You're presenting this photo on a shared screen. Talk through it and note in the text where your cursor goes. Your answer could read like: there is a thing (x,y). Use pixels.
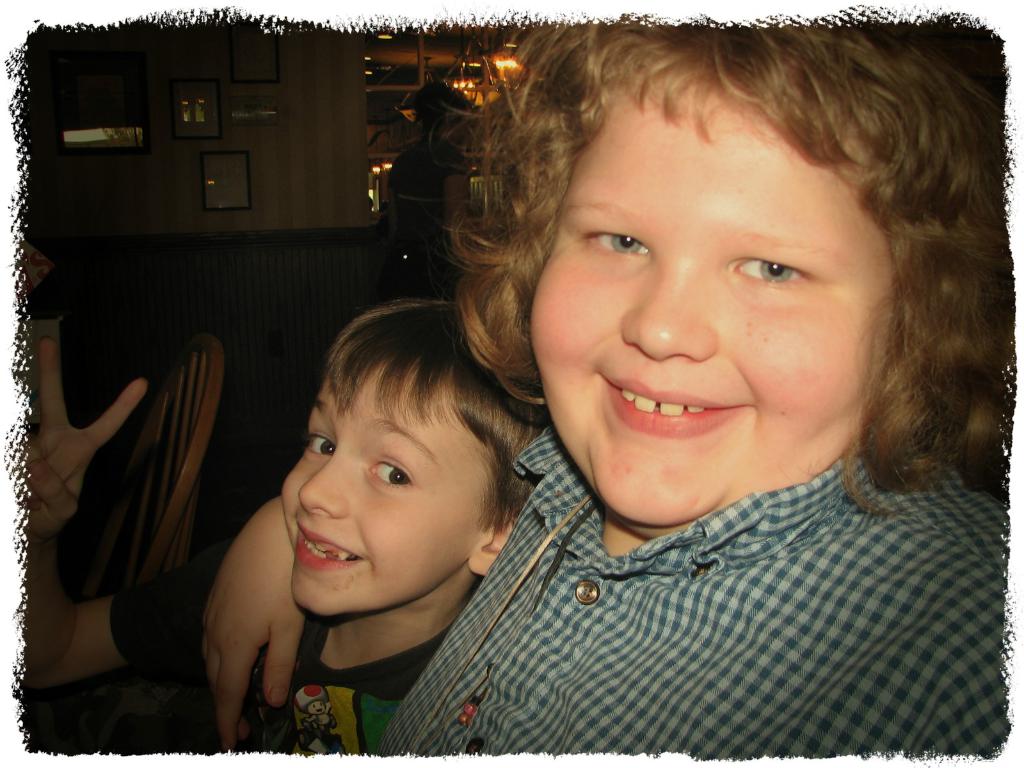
In this image I can see two people (537,489) with different color dresses (439,683). These people (408,535) are smiling. To the side I can see the brown color chair (177,494). In the back (181,294) there are frames (205,206) to the wall (160,161). And I can also see another person (413,162) and the lights (504,75).
